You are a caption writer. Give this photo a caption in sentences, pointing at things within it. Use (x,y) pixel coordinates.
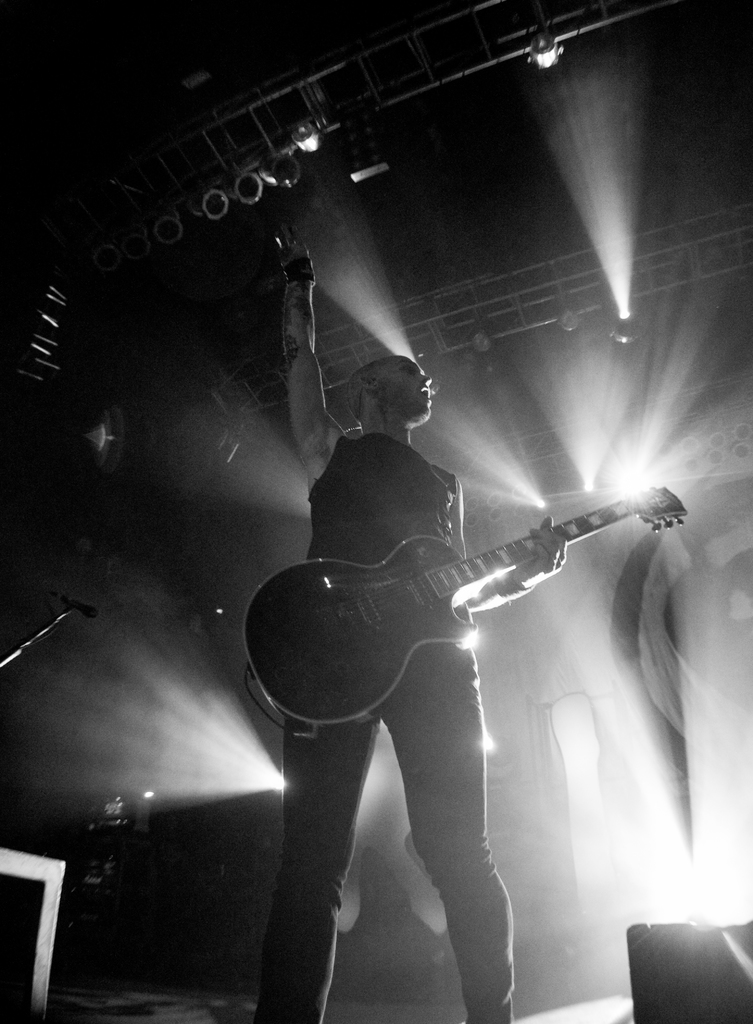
In this picture, there is a man (360,442) who is playing a guitar (384,614). There is a light (627,308) on the roof (611,306). On the left side (66,611), there is a microphone (72,605).
